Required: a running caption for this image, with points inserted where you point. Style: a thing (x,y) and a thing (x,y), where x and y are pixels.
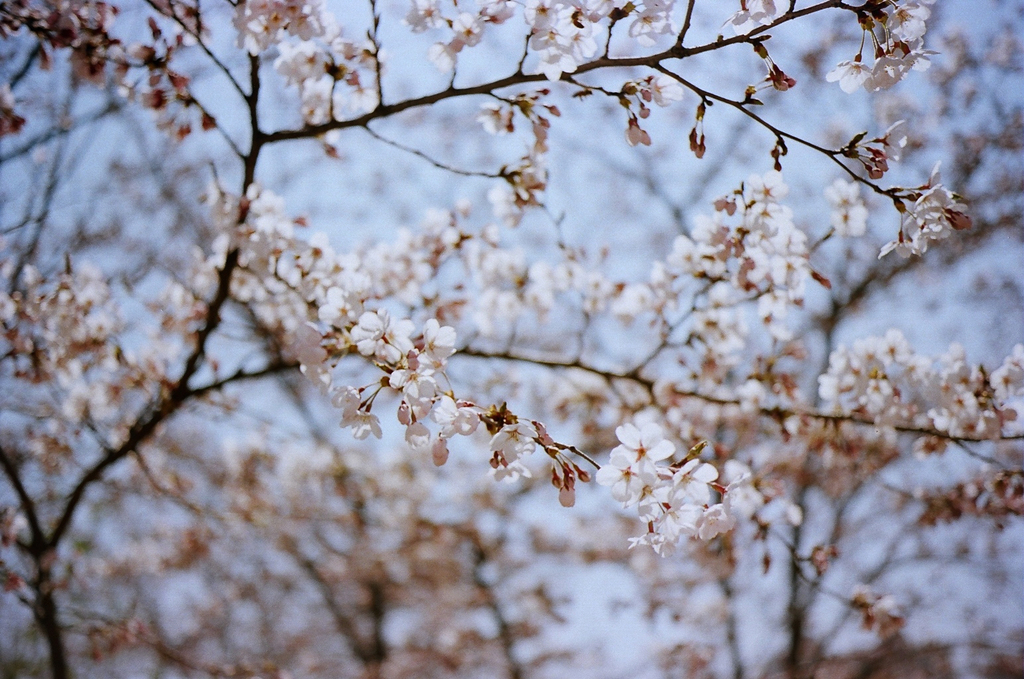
In this image there are trees (364,648) having flowers (842,215). Background (825,205) there is sky (472,340).
